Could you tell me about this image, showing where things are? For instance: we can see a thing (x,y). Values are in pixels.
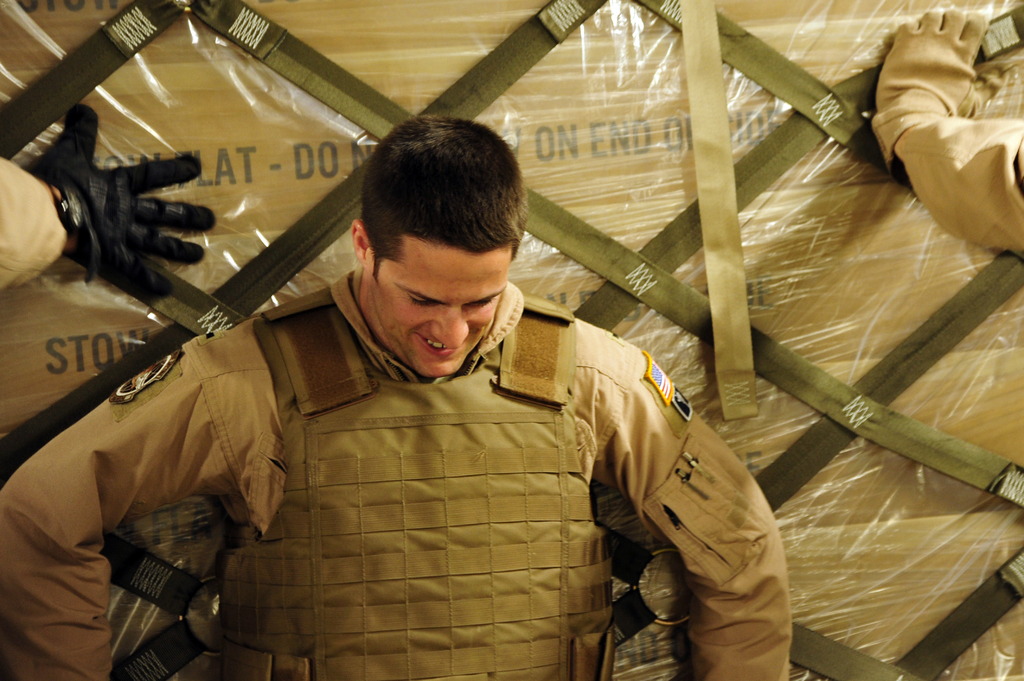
In front of the image there is an army personnel officer (453,402) with a smile on his face (388,330), behind him there are hands (86,185) of two other officers (891,108) on a consignment (589,173) packed in cover (102,108).
